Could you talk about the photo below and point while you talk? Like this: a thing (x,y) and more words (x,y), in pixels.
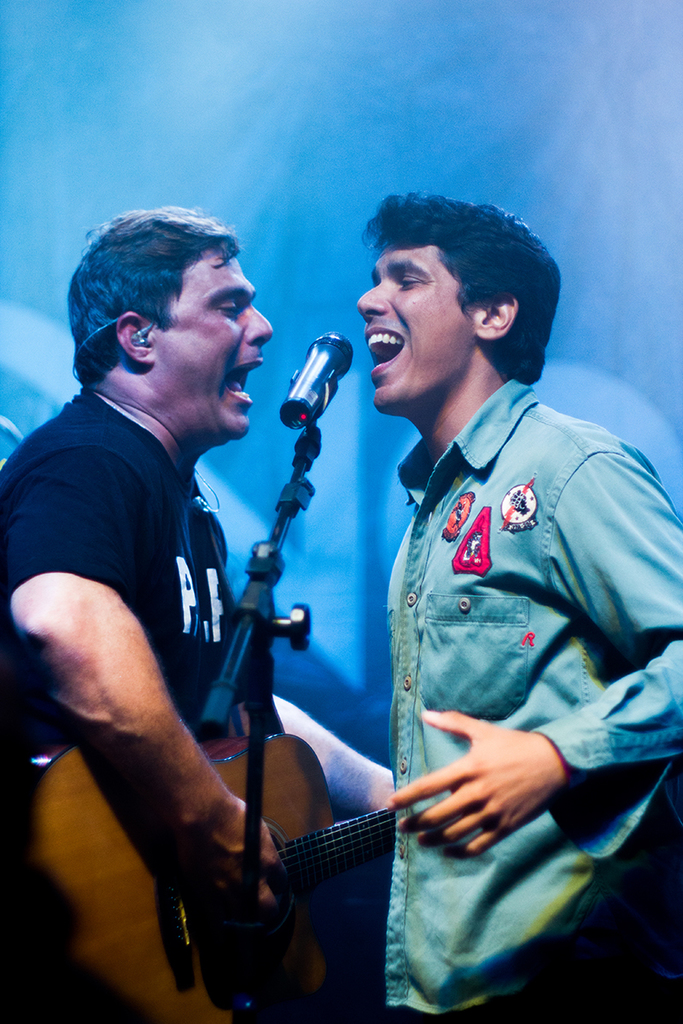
In this image I see 2 men (227,300) who are standing in front of a mic (340,353) and this man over here is holding the guitar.
